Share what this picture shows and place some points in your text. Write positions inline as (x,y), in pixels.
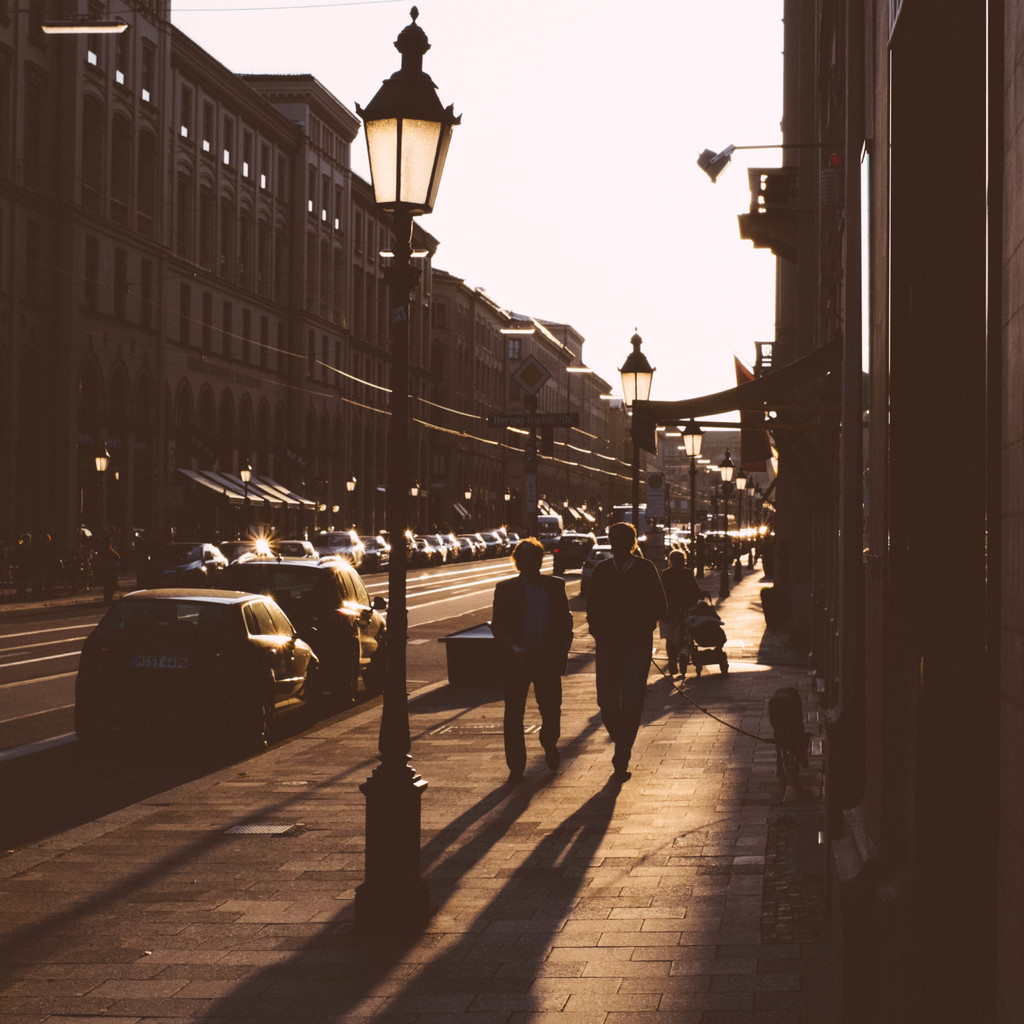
In the center of the image (359,591) we can see vehicles (276,629) on the road (502,570). On the right side of the image (950,58) we can see light poles (407,226), building (869,409) and persons (596,610). On the left side of the image (119,36) we can see light poles (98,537), persons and buildings (308,382). In the background (570,230) there is a sky (592,222).
